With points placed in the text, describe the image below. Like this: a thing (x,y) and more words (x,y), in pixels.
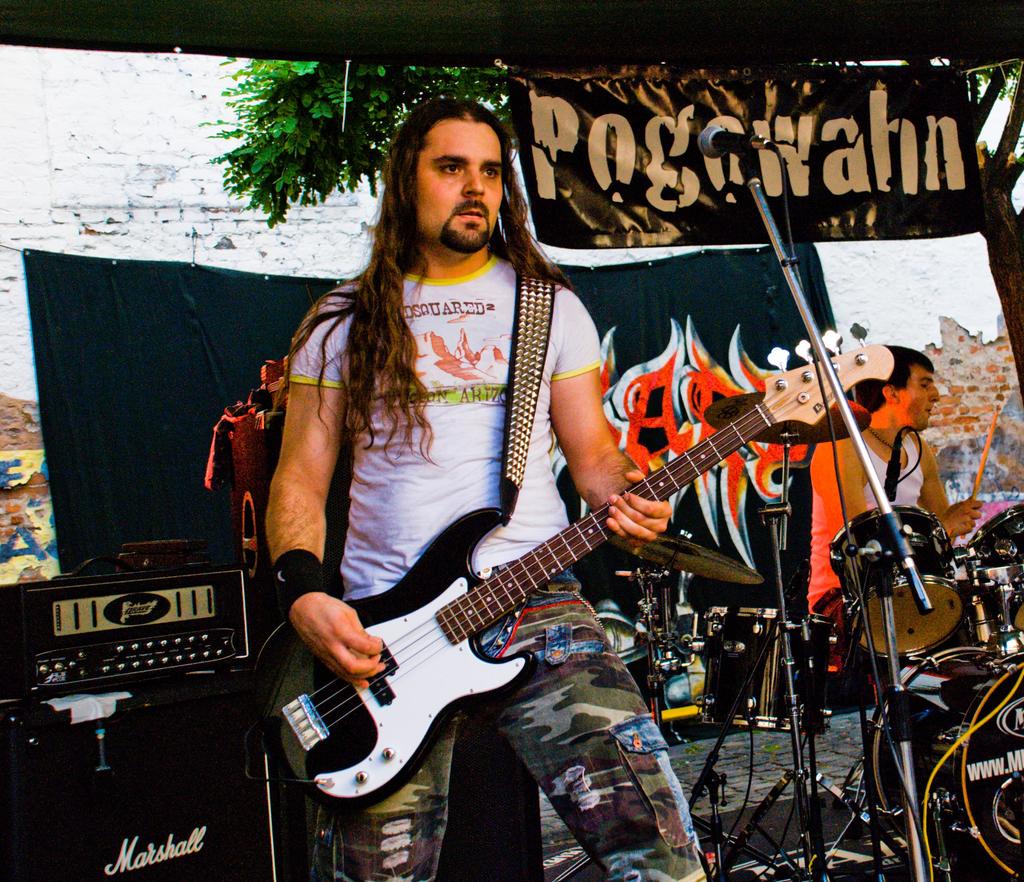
This picture shows a man (281,511) Standing and holding a guitar (423,662) and his hand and we see a microphone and a man (835,496) playing drums (859,546) on his back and we see a banner (701,303) back of them.
